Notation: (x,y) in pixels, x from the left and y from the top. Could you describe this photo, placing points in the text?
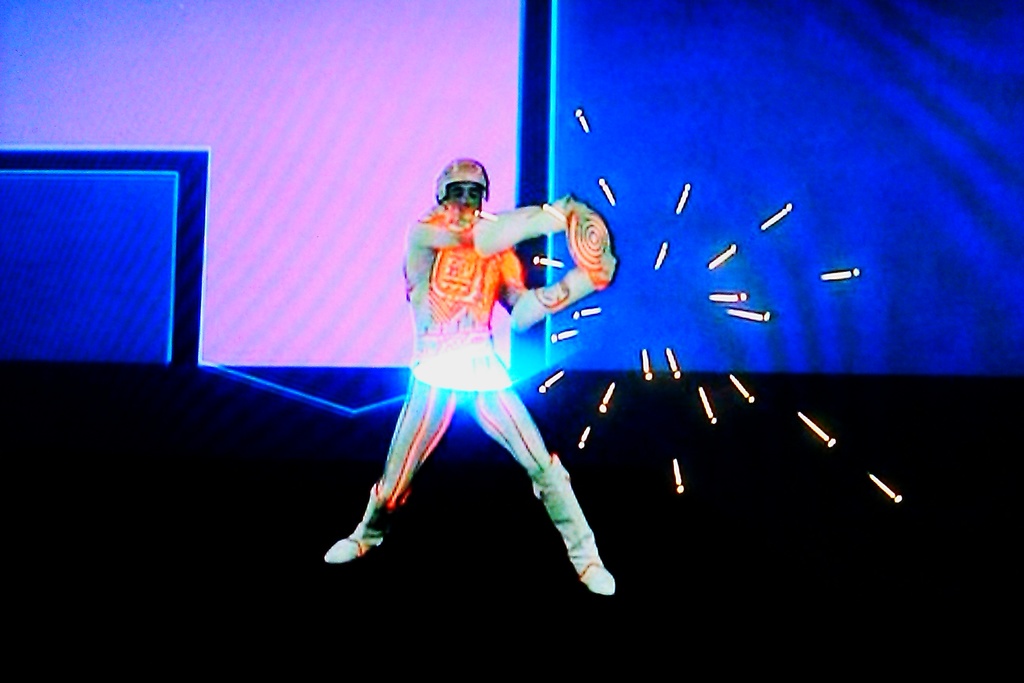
In this image in the center (423,319) there is one person (412,432) who is wearing a costume (520,286), and he is holding something and also there is some light (540,353). In the background (566,80) there is screen (353,191) and the bottom is black color.
